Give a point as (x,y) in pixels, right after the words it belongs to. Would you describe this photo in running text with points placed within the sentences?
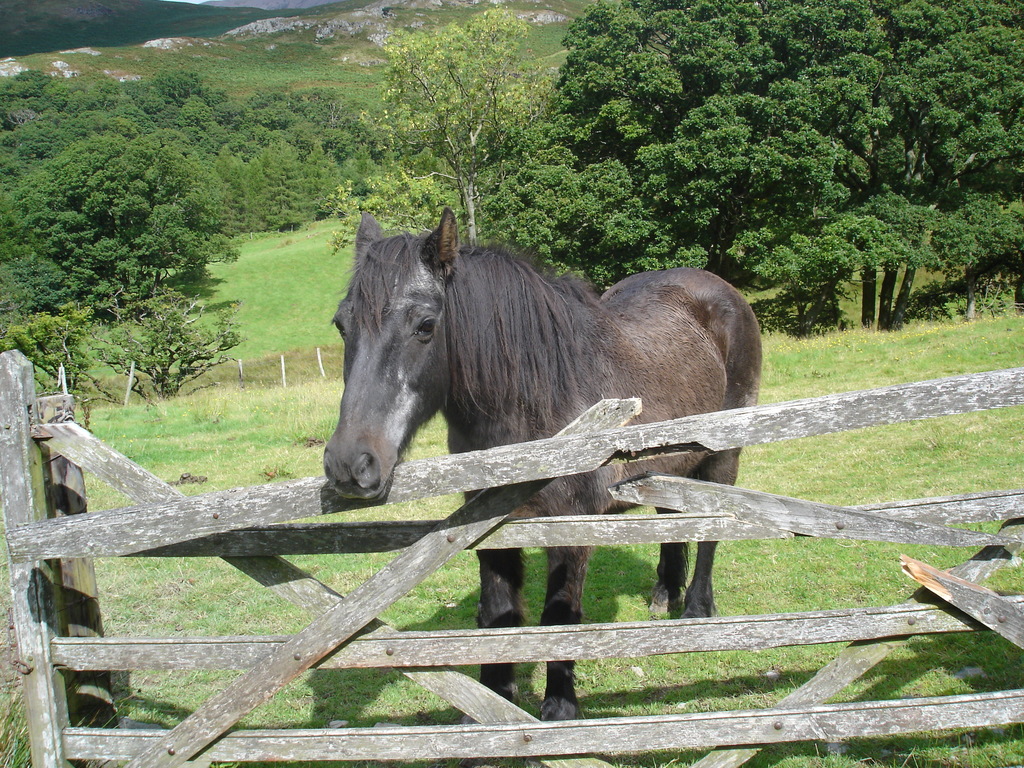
In this image, we can see a horse (524,423), a fence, poles (238,368), hills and trees (109,115). At the bottom (723,586), there is ground (870,452).
